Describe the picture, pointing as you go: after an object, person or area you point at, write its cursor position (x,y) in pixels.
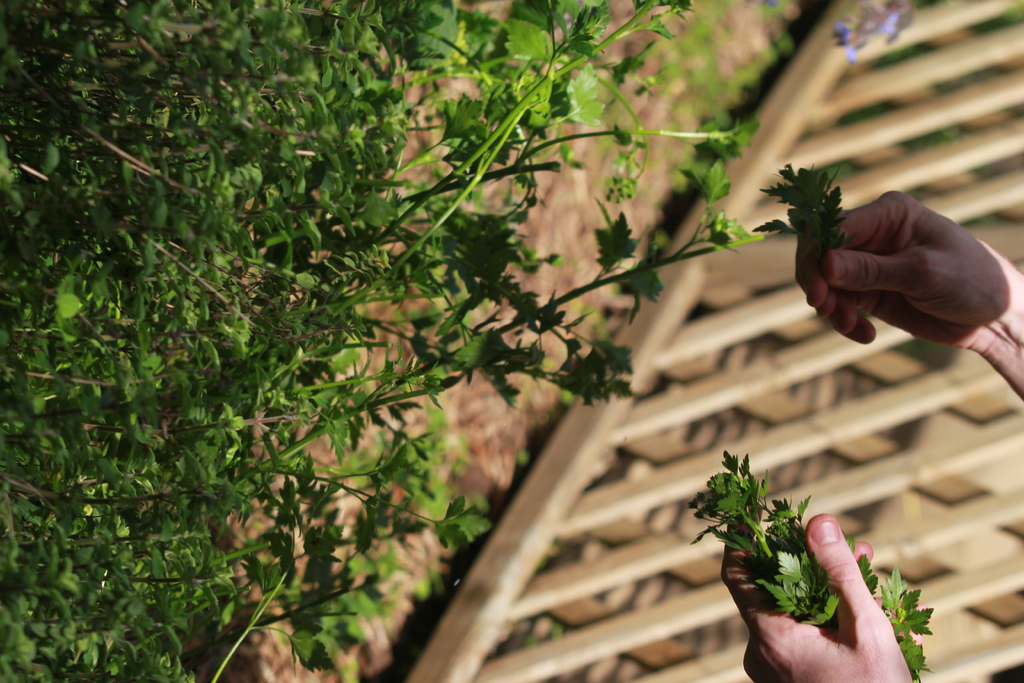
In this image we can see a coriander plant (361,318), there is a person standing and plucking the coriander leaves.
